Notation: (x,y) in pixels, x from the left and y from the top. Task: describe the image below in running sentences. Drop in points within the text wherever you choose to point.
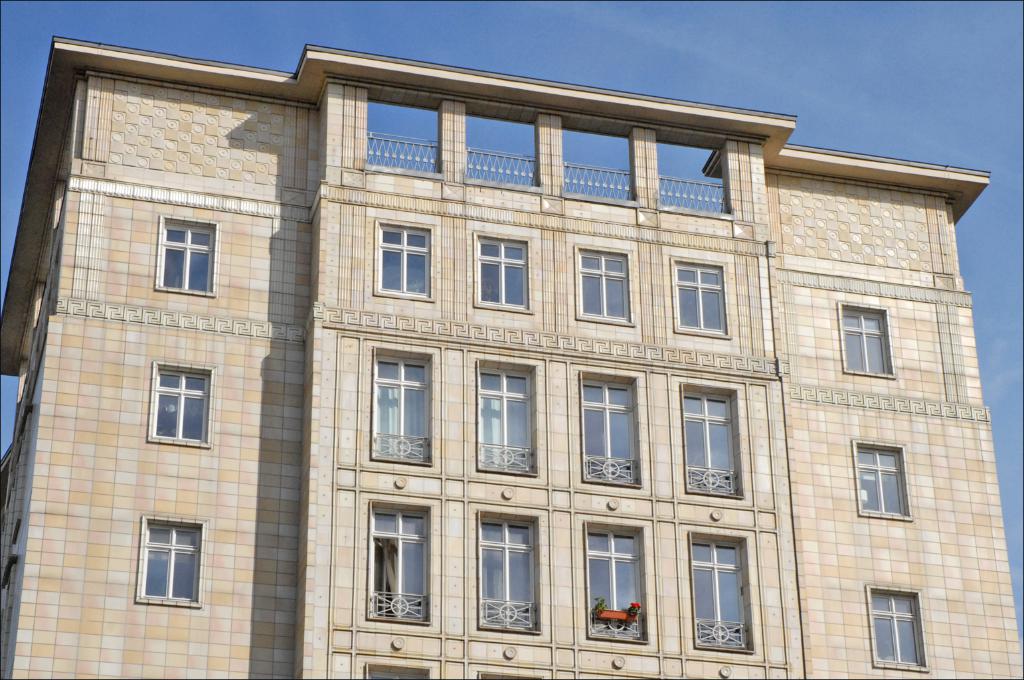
In the image there is a building (793,403), it has many windows (401,413).
